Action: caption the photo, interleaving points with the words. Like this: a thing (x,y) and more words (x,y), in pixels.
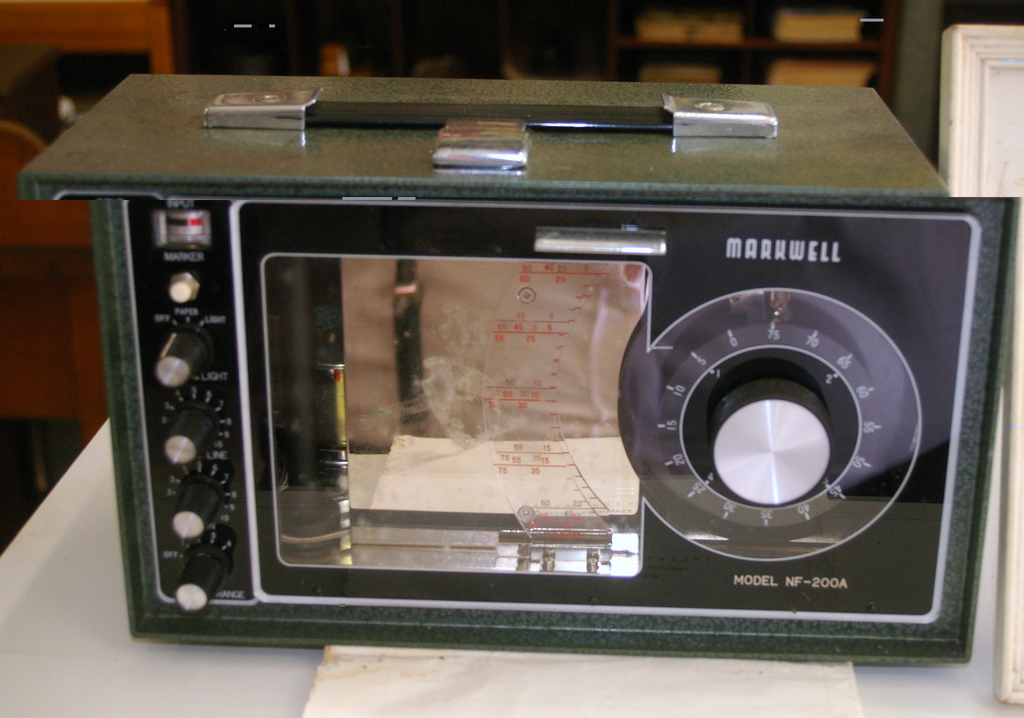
In this image, we can see a radio like object (402,255) and the background of the image (908,35) is not clear.
